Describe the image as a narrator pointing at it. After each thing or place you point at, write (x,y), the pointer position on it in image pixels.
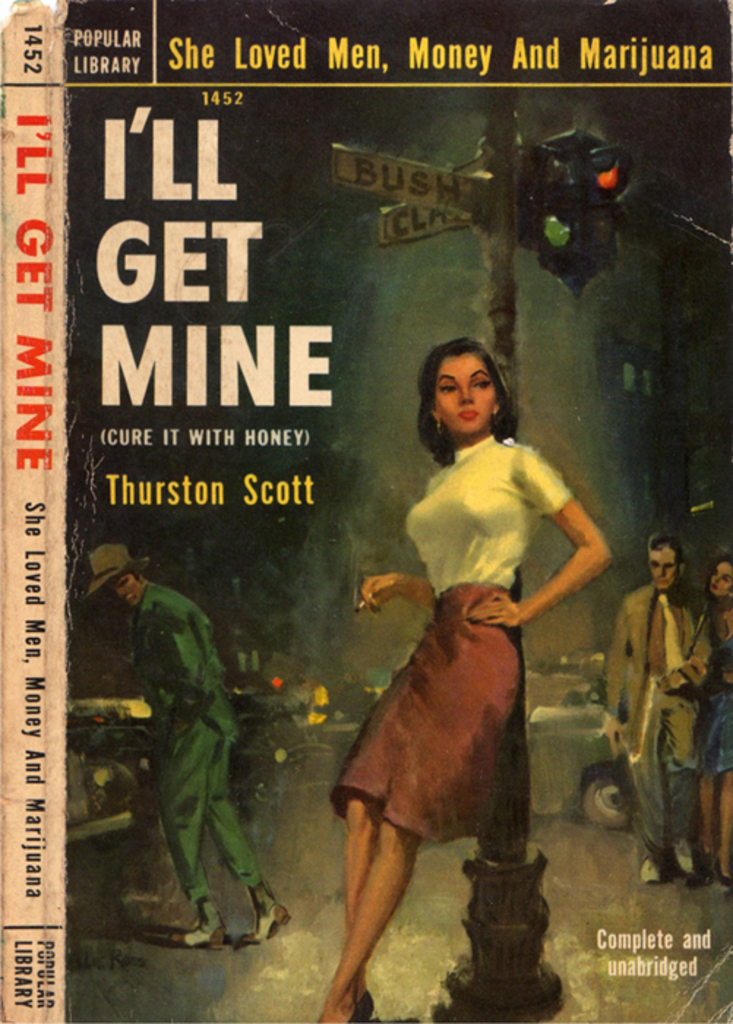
In this picture we can see poster (209,879). In cartoon image we can see a woman (454,509) who is standing near to the street lights (510,198) and sign board (423,206). Here we can see couple (652,542) was walking on the street (693,903). On the left (205,641) there is a man (205,641) who is looking down. Here we can see many vehicles (141,716) near to the building (265,605). On the top (110,157) we can read something in english.
